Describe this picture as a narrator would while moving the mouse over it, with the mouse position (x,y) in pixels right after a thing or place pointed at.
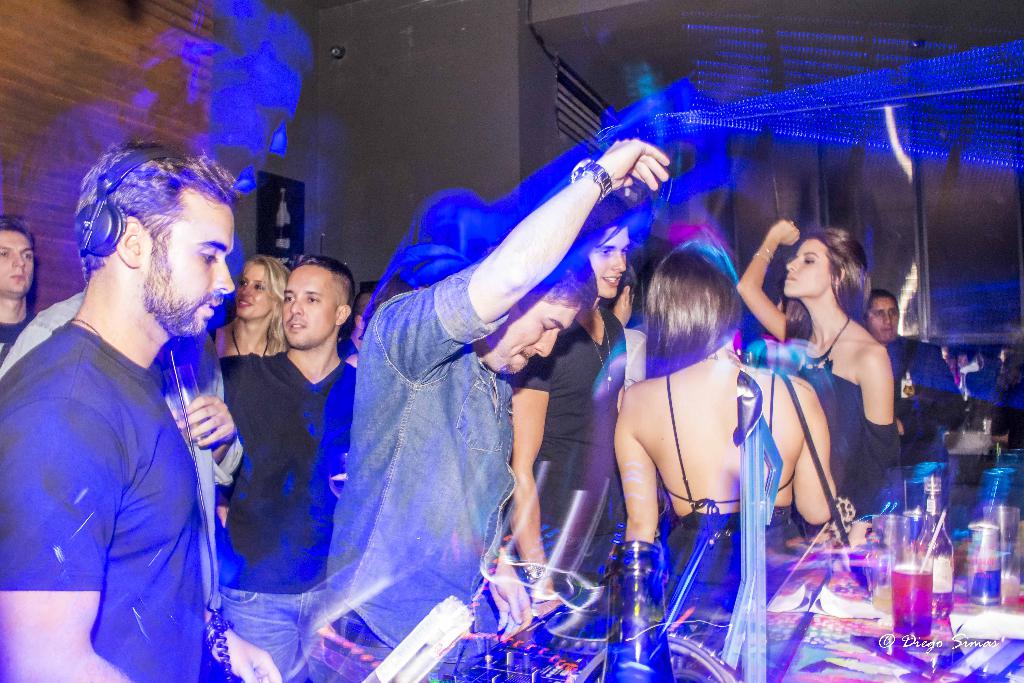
In this image we can see some persons (341,456), glasses (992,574) and other objects (982,437). In the background of the image (487,162) there are some persons (863,459), wall (295,154) and other objects (843,117). On the image there is a watermark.
